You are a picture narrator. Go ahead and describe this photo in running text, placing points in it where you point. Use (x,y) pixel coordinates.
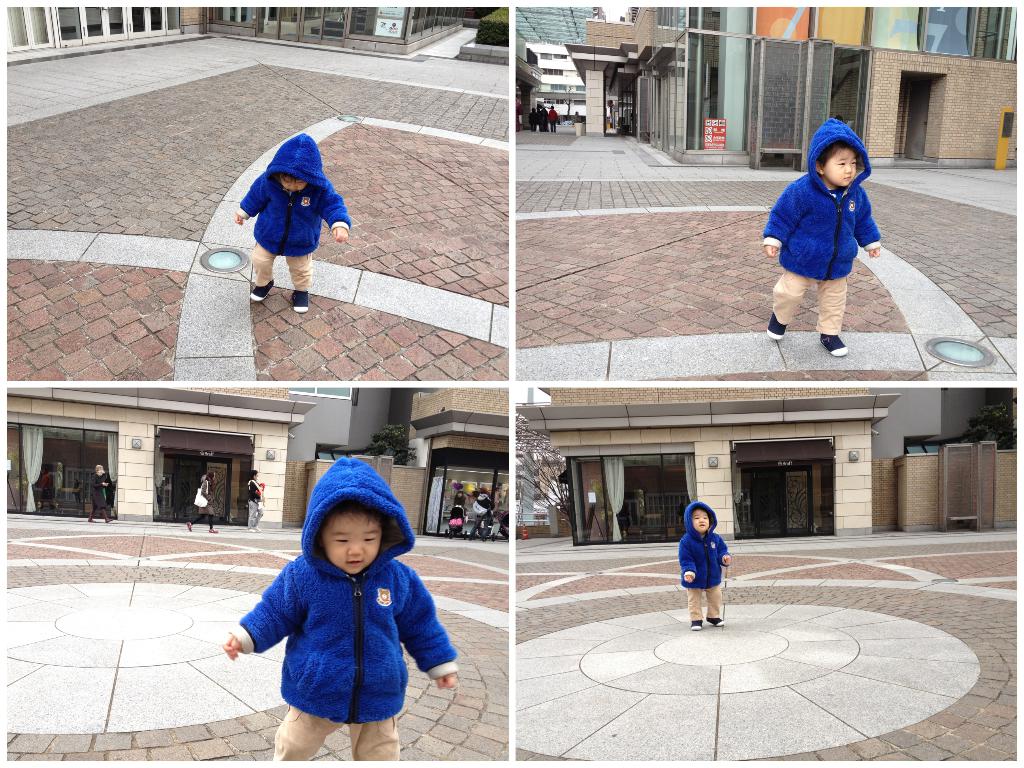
In this image we can see four pictures where we can see a child (294,176) wearing a blue sweater (312,241) and shoes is walking on the road (437,185). In the background (273,415), we can see buildings (605,506) and a few people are walking on the sidewalk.
